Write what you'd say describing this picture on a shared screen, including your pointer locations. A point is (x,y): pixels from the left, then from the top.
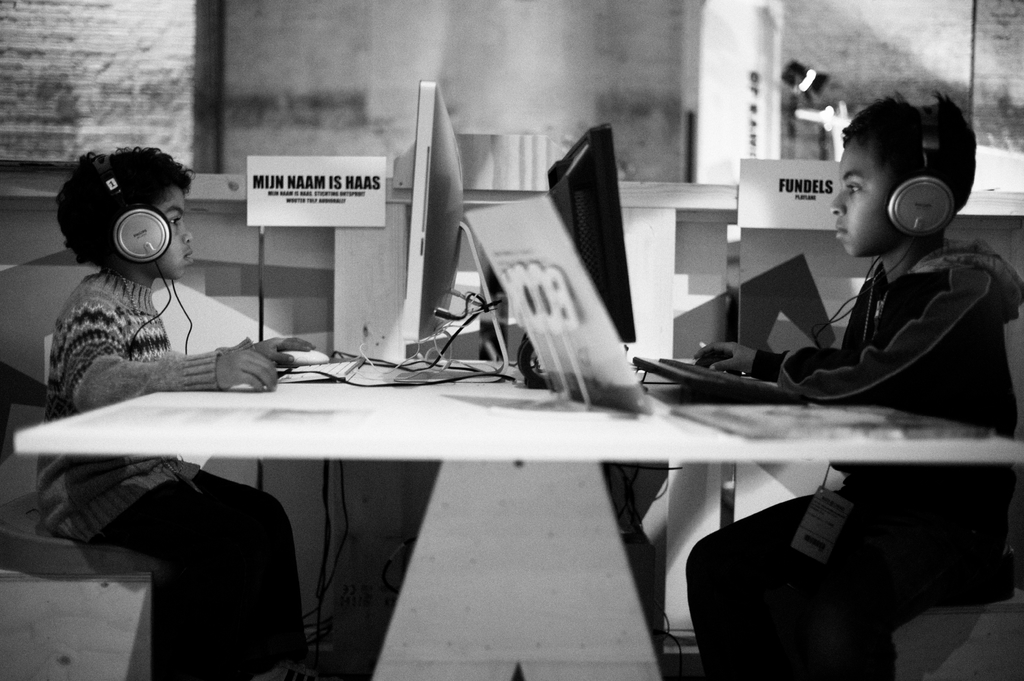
As we can see in the image there is a monitor (419,201) and a table (401,453), poster (314,200) and two people (151,296) sitting on chairs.
